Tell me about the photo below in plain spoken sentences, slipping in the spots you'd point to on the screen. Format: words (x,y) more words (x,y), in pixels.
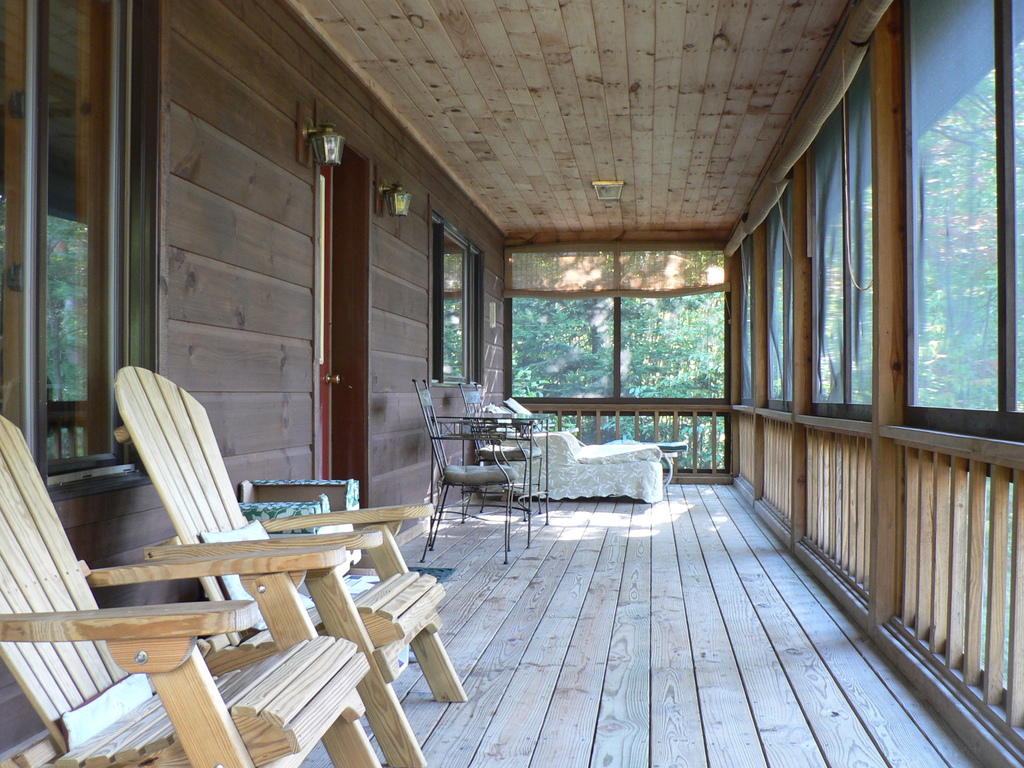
This is a picture taken in a room (820,745). In the foreground of the picture (287,565) there are chairs (151,606), window (39,310), railing (943,530). In the background (577,468) there are chairs (527,446), couch (615,449), windows (631,382), outside the windows (452,320) there are trees (648,320). It is sunny.
